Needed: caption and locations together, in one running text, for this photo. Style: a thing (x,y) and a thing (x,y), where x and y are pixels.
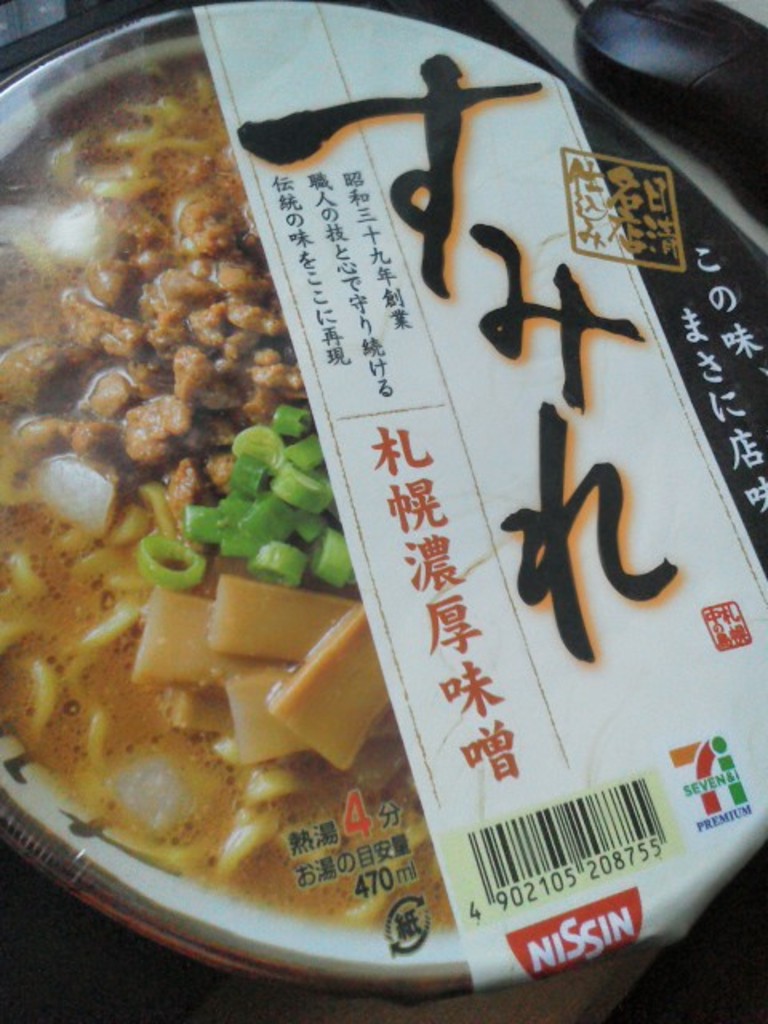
In this image there are food items (162,792) in a bowl (210,66). Beside the bowl (576,86) there's a mouse (738,132) on the table (532,14).
